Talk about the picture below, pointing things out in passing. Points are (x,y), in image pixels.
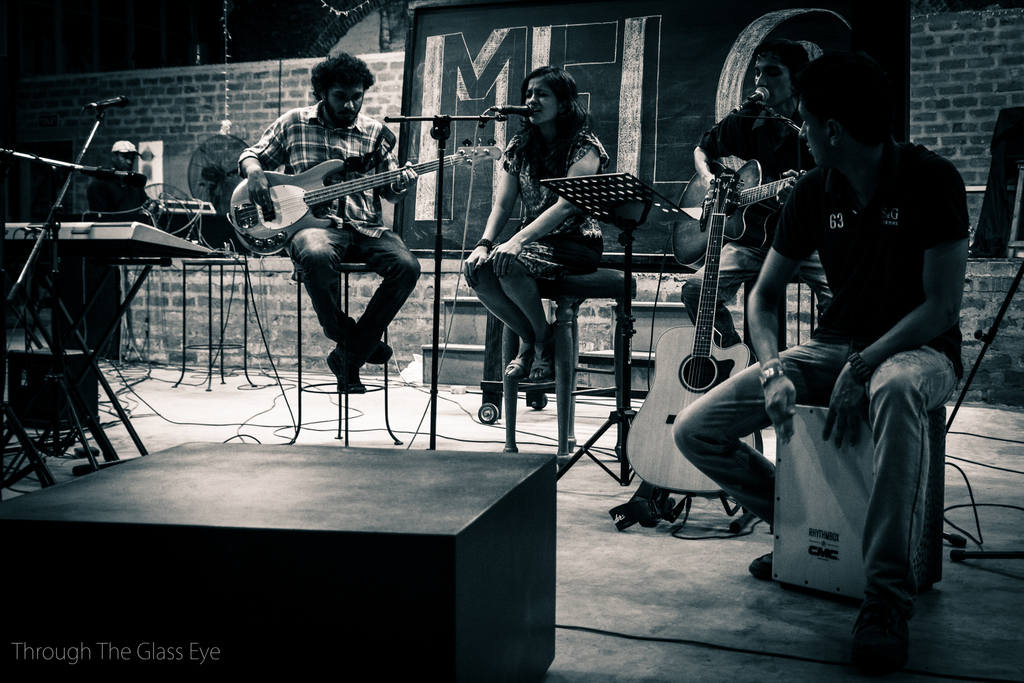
In this picture we can see five people (726,255) sitting on stool (592,276) where two are playing guitar (711,175) and in middle (528,250) woman (544,144) singing on mic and in front person (805,252) playing box drum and here man (121,194) looking at them and in background (150,82) we can see wall (244,79).
